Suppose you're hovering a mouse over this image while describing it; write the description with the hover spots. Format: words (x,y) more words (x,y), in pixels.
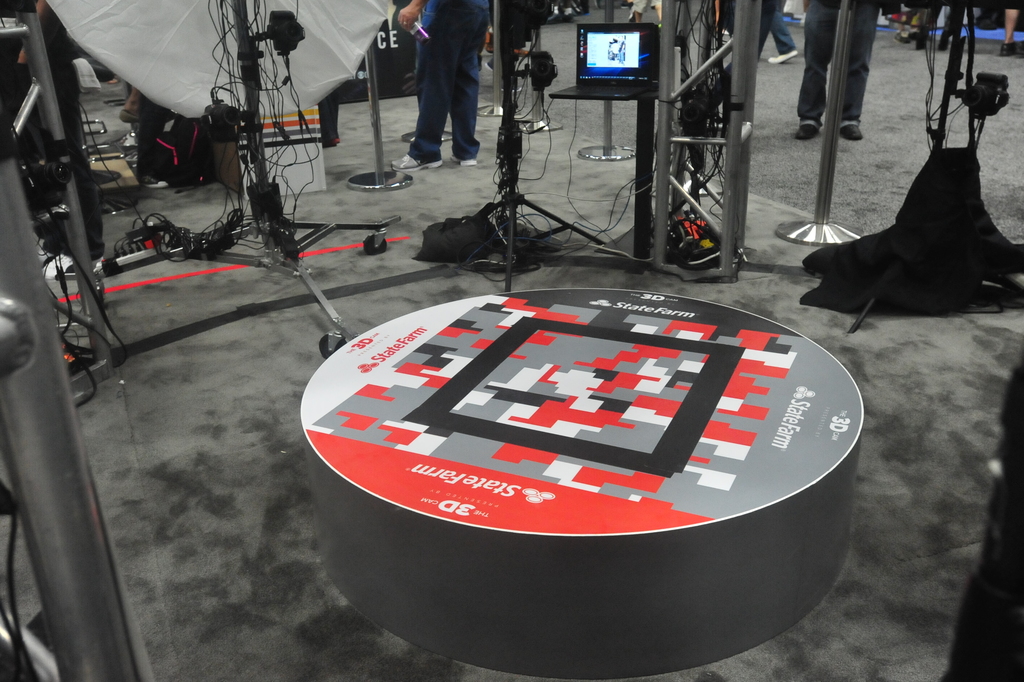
In this image there is a round shaped object (546,439) is at the bottom of this image (587,521). There are some poles (669,112) of cameras (696,90) and some persons (440,56) standing at the top of this image (455,52).
